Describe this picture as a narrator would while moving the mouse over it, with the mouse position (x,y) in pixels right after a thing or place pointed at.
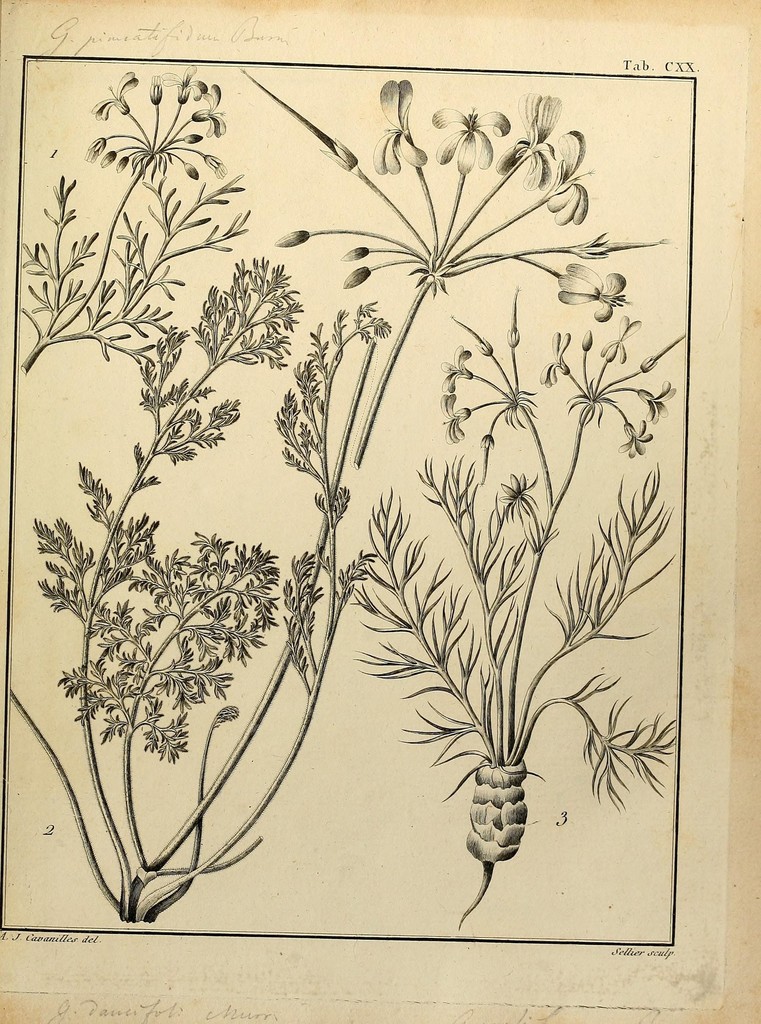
In the image we can see a paper (343,563), on it are diagrams (136,528) of plants (179,730) and leaves (359,327). This is a text (659,62).
